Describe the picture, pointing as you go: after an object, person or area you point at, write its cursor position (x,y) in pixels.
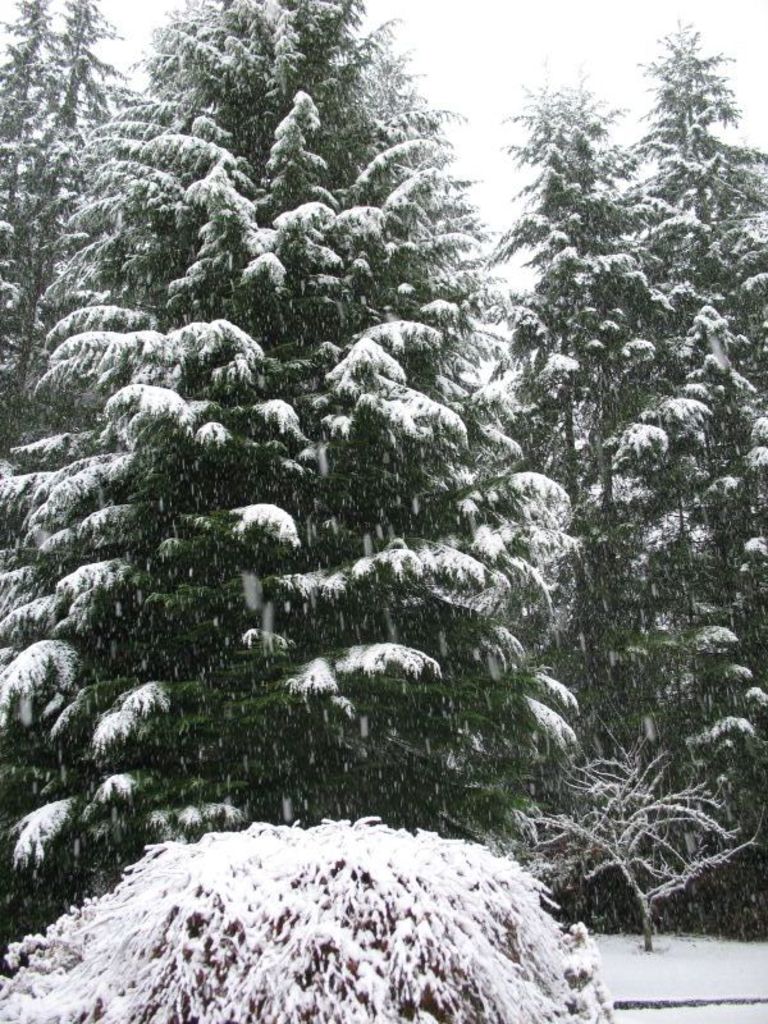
In this picture I can observe some trees (287,331). There is some snow (289,410) on trees (329,450) and land (640,971). In the background (475,69) there is sky (531,101).
